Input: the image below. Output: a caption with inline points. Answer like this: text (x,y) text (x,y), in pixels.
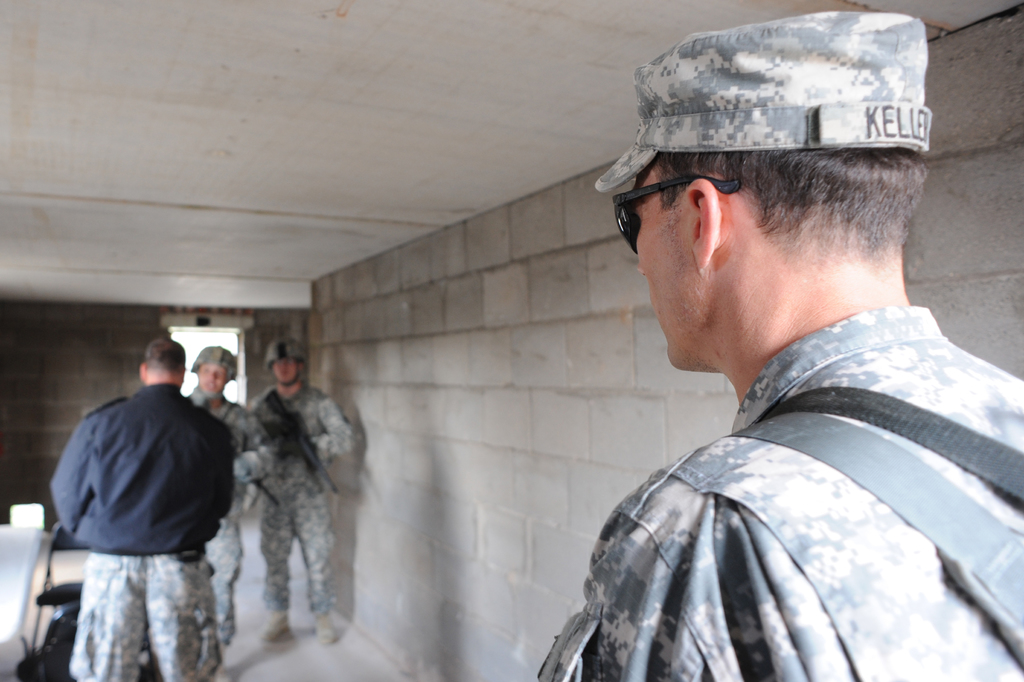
In this image we can see a few people (188,616) in a room (610,362) and they are wearing army uniform (315,499) and there are two people (279,522) holding guns (321,464) in their hands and we can see some objects (56,601) on the floor (241,677).
